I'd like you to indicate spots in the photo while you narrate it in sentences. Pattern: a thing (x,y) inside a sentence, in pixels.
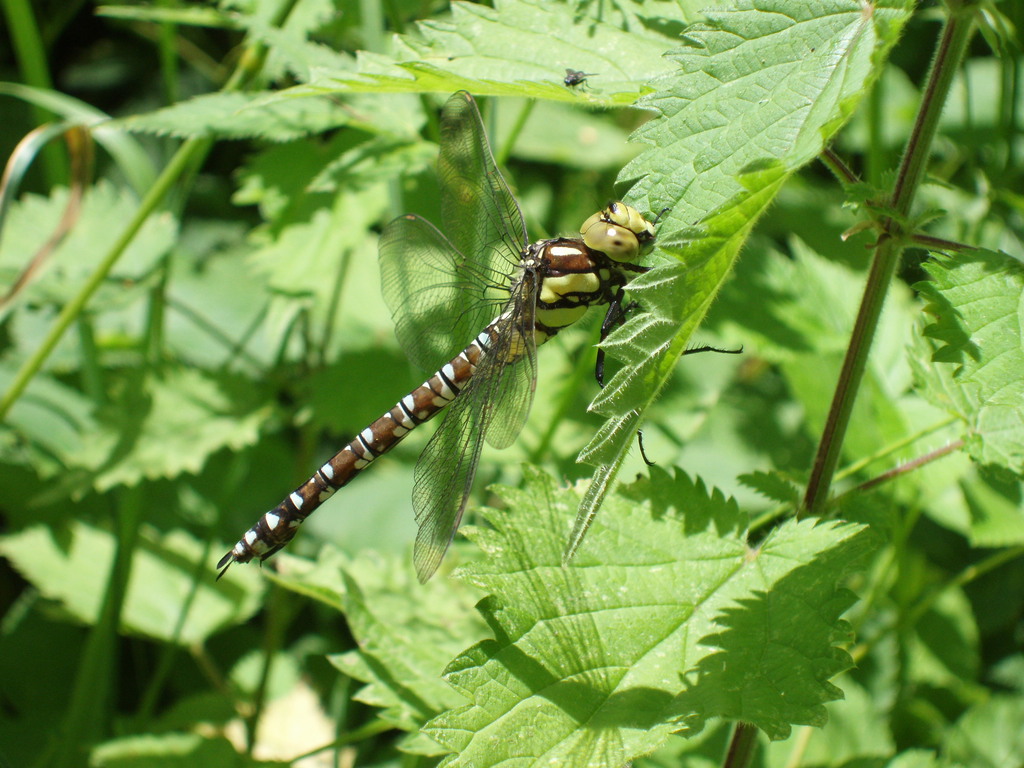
In the image we can see some insects (436,555) on plants (929,118).
